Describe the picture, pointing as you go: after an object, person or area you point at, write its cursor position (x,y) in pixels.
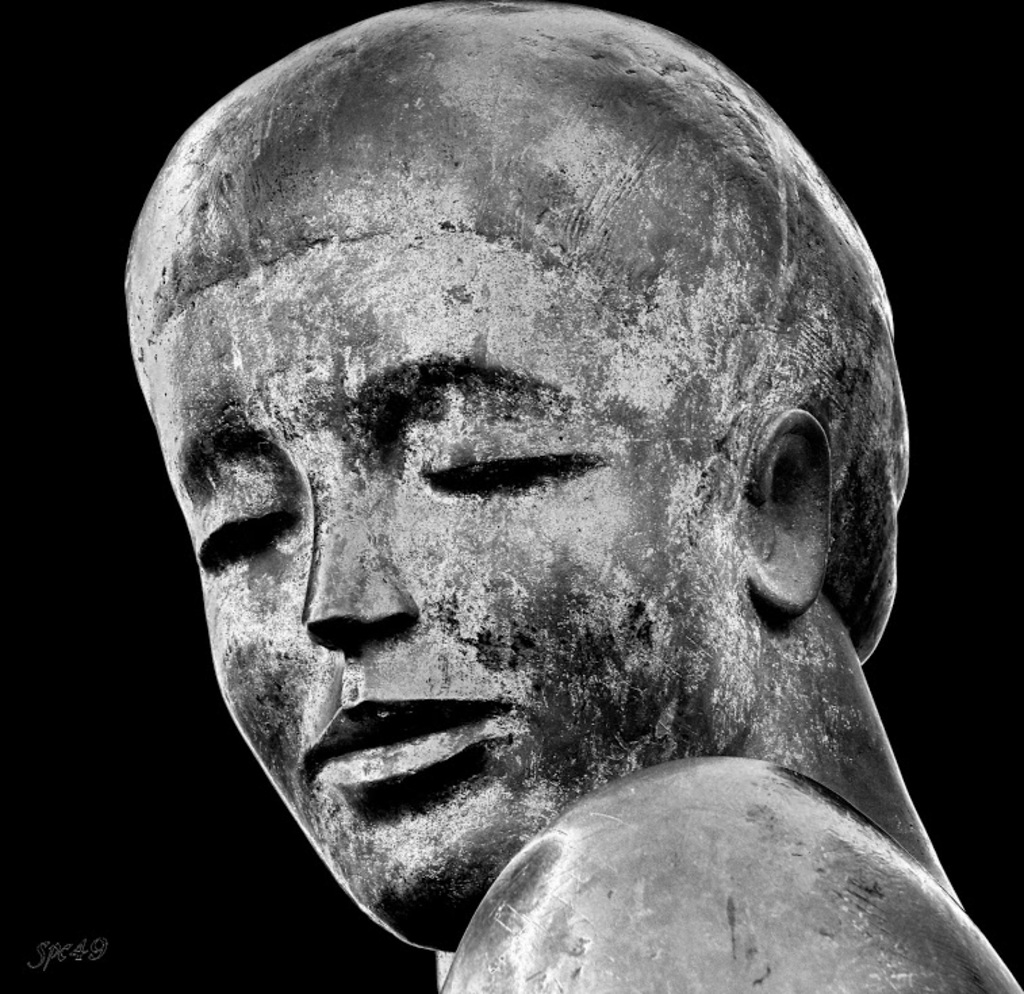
In this picture i can see a statue of a human (668,635), Looks like a stone carving (479,558) and a watermark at the bottom left corner (45,947).
